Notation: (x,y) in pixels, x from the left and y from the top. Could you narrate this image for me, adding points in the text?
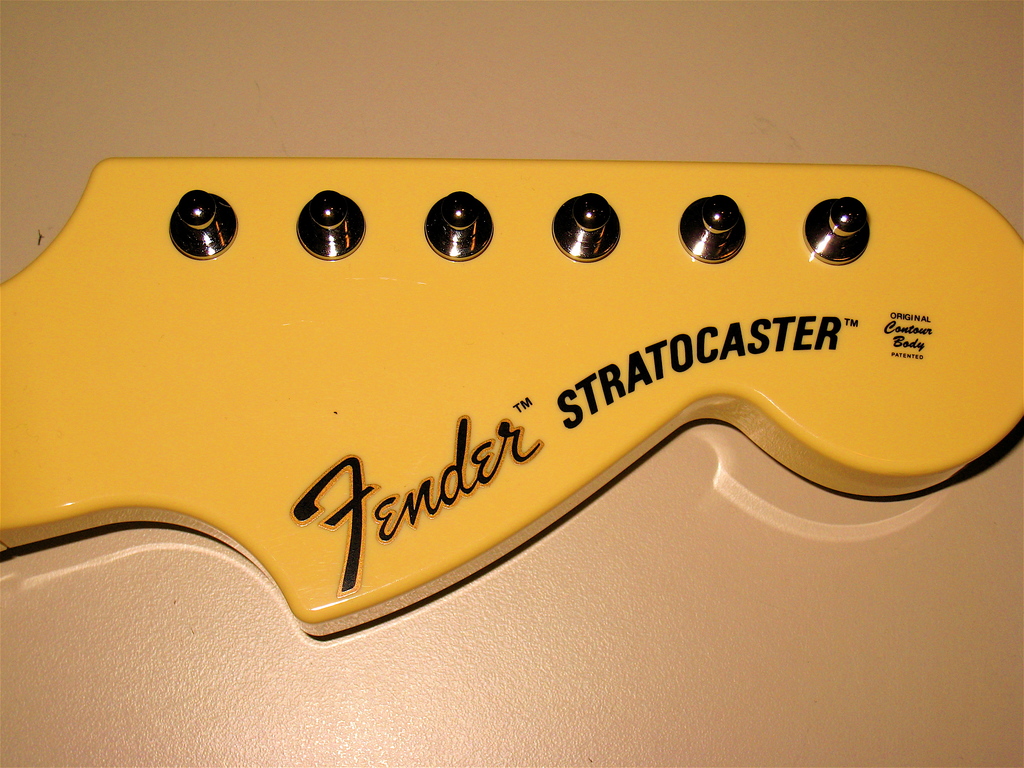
There are tuners (815,213) and texts (331,513) on the yellow color guitar (490,376) which is on a surface (226,2). And the background (56,705) is cream in color.
